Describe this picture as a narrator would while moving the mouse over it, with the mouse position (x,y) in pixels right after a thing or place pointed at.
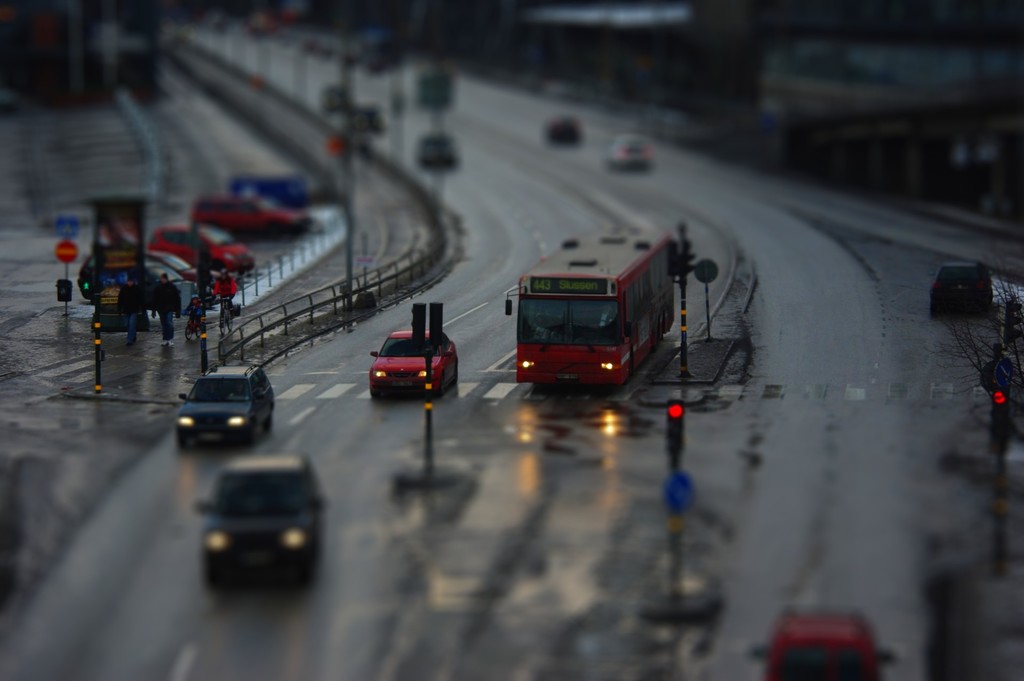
It is a partial blur image, there is a road (261,598) and there are few vehicles (244,513) on the road (503,384), around the road (634,518) there is a fencing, traffic signal poles (675,578) and on the right side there is a tree (966,369).
